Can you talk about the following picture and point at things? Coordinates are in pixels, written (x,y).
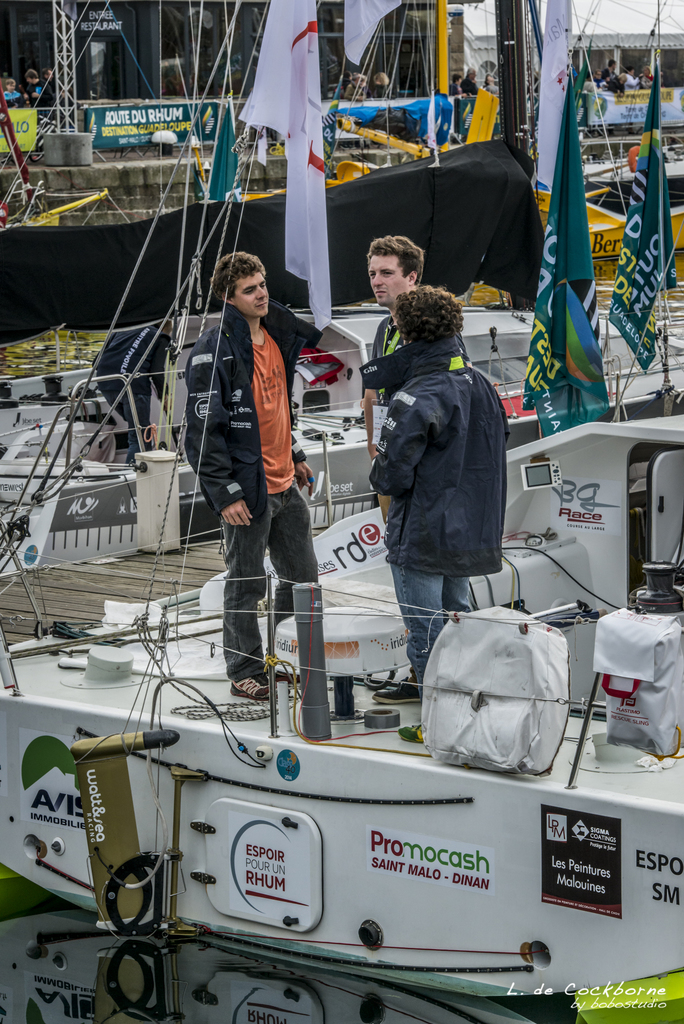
In this picture we can see few boats (358,425), flags (555,219) and group of people (288,369), in the bottom right hand corner (541,992) we can see some text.
